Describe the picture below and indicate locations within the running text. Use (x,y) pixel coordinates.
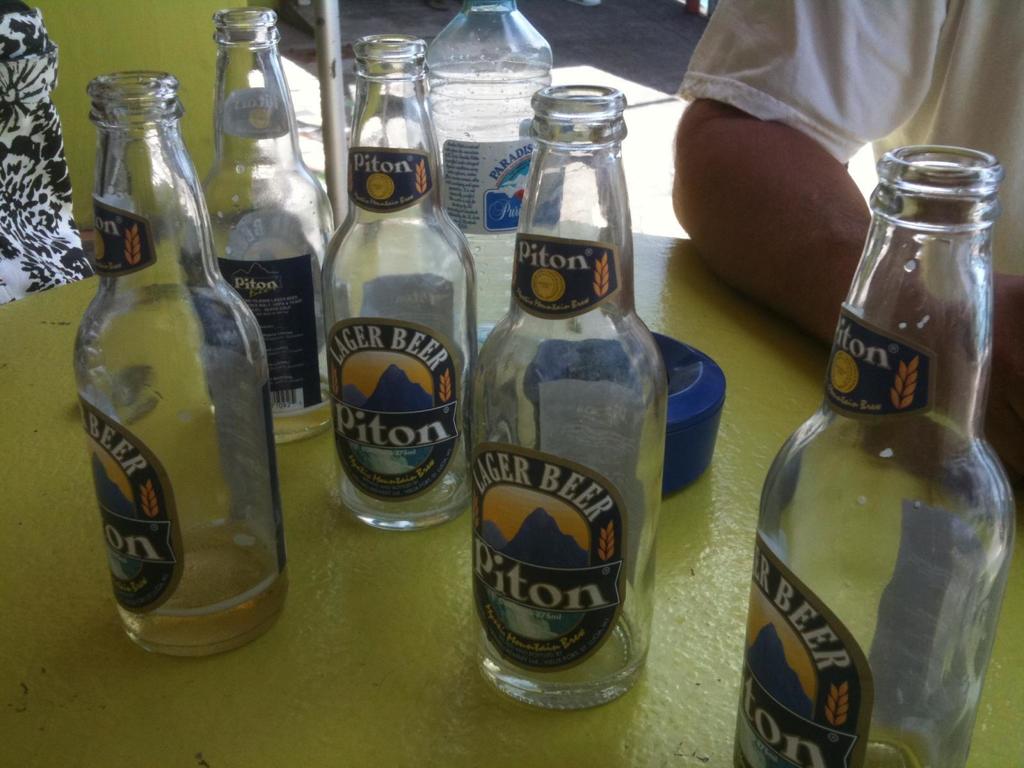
In the image we can see some few beer bottles (471,323), and in the center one water bottle (499,150). In the right side (781,156) corner we can see one person (821,128).
